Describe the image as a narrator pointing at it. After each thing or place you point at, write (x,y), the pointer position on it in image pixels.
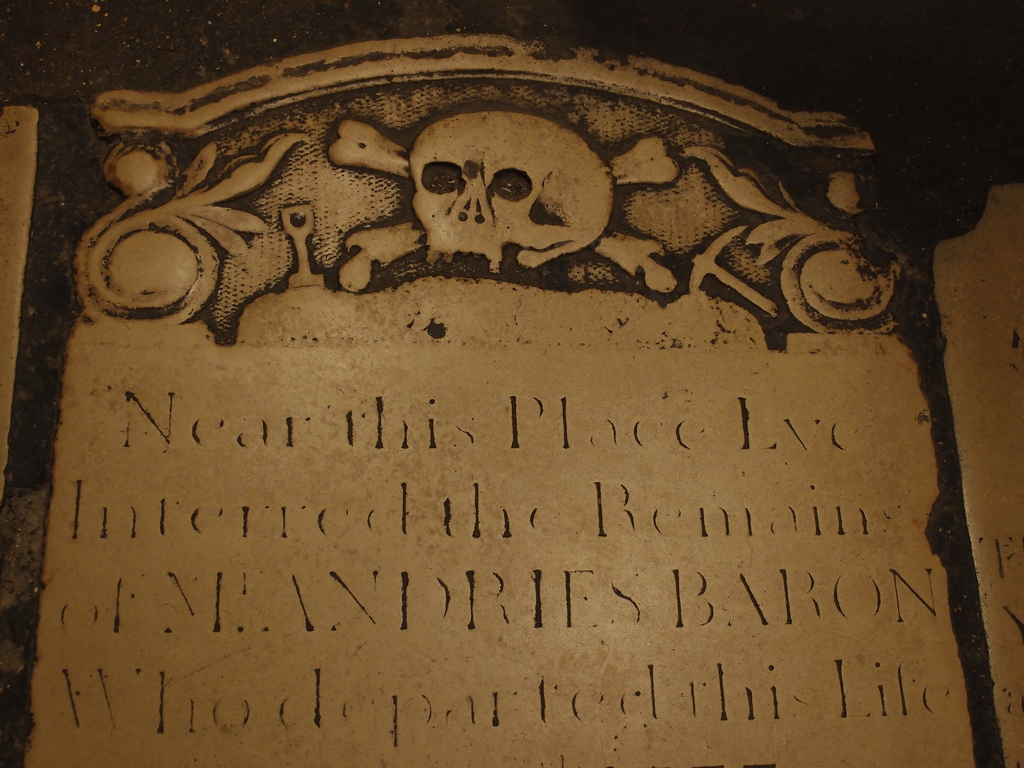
In this image I can see the stone carving (498,210) which is in black and brown color. I can see something is written on it.
